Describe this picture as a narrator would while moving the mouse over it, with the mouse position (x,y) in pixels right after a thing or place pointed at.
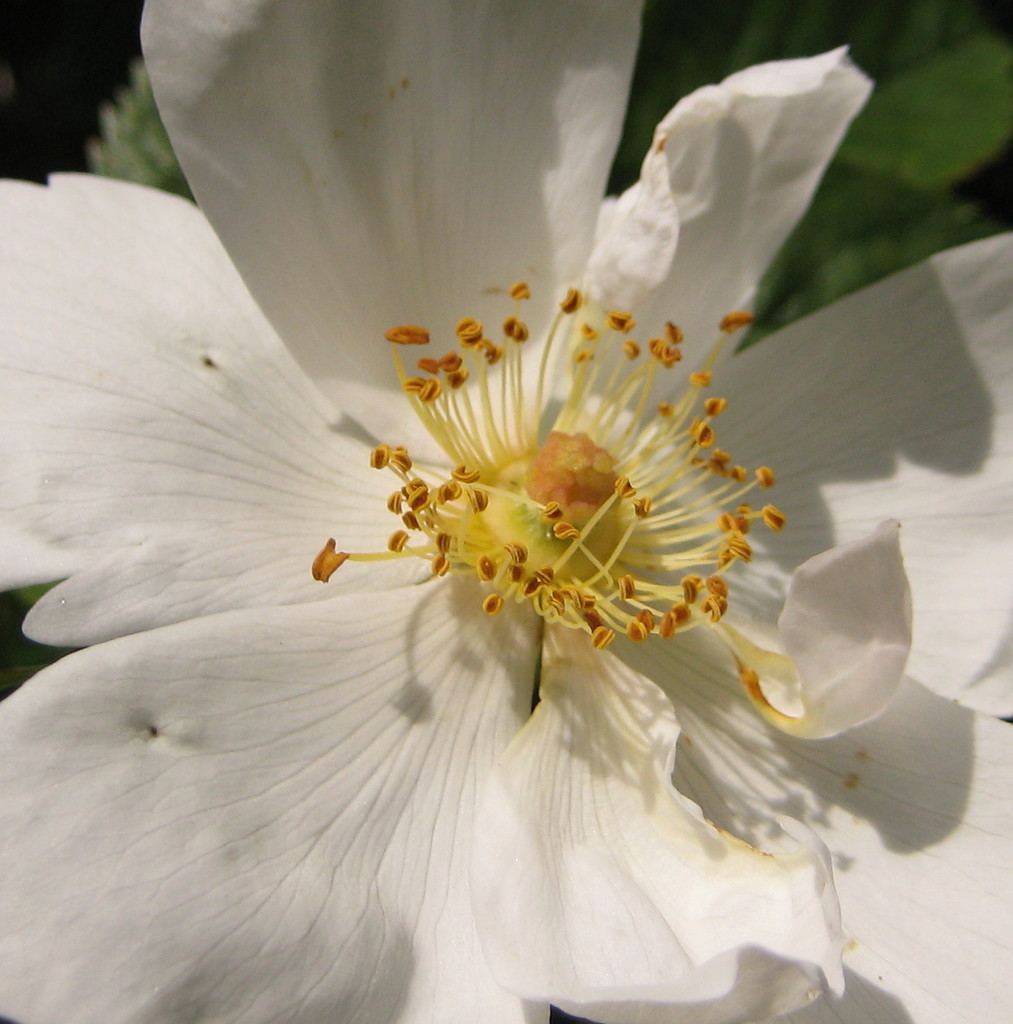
In this picture we can see flower (144,189). In the background of the image (126,75) it is blurry.
